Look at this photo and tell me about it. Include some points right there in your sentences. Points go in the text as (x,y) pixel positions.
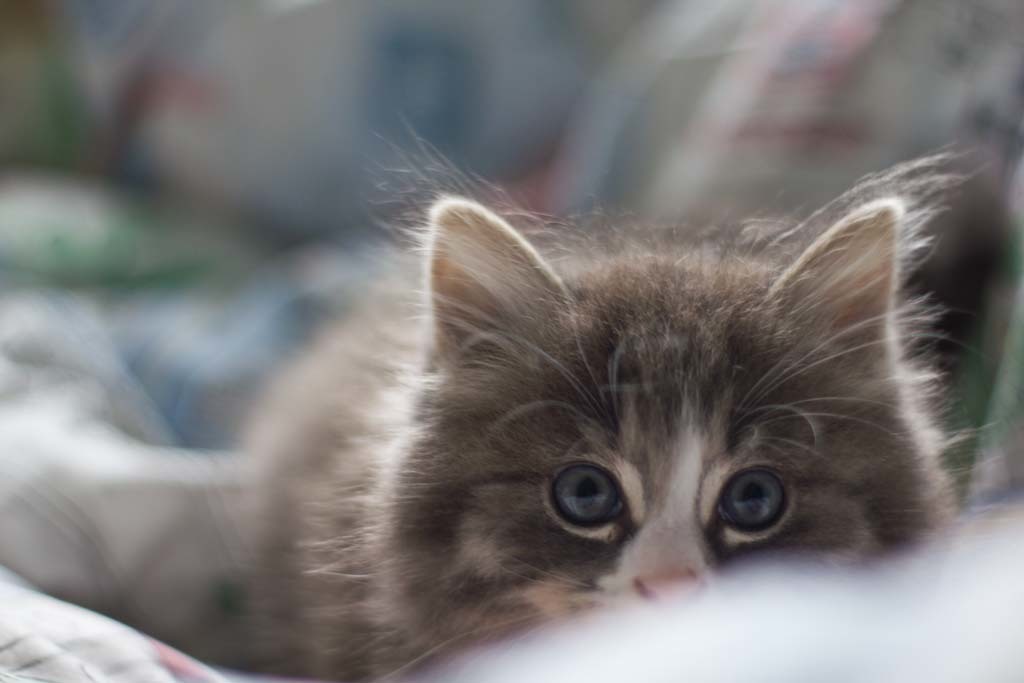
Here I can see a cat (434,443) is looking at the picture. Beside this cat (540,522) there are few clothes (119,509). The background (725,65) is blurred.
